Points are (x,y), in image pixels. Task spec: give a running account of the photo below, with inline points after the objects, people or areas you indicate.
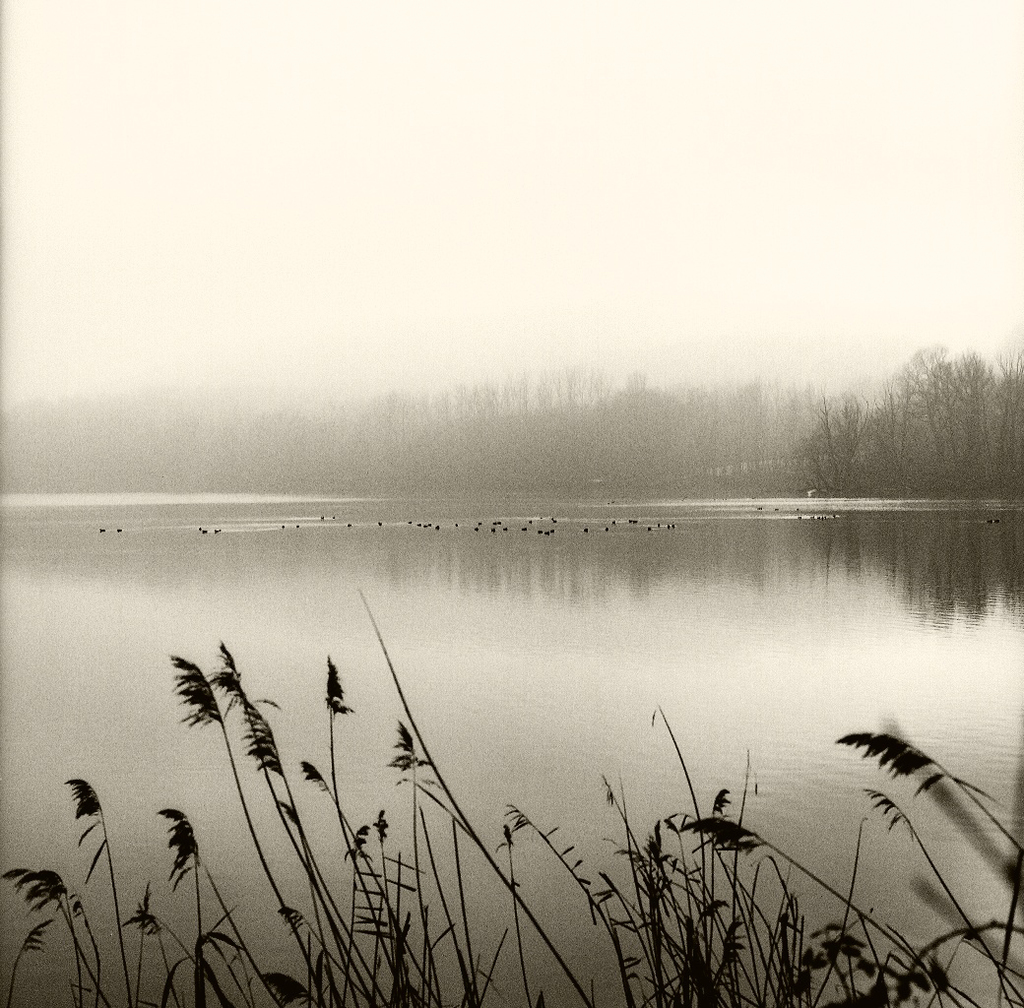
There is a river (448,698) and some species (439,529) are swimming in the river (481,585), in the front there is a grass (382,831) and in the background (127,418) there are a lot of trees (436,405) covered with fog (308,417).
